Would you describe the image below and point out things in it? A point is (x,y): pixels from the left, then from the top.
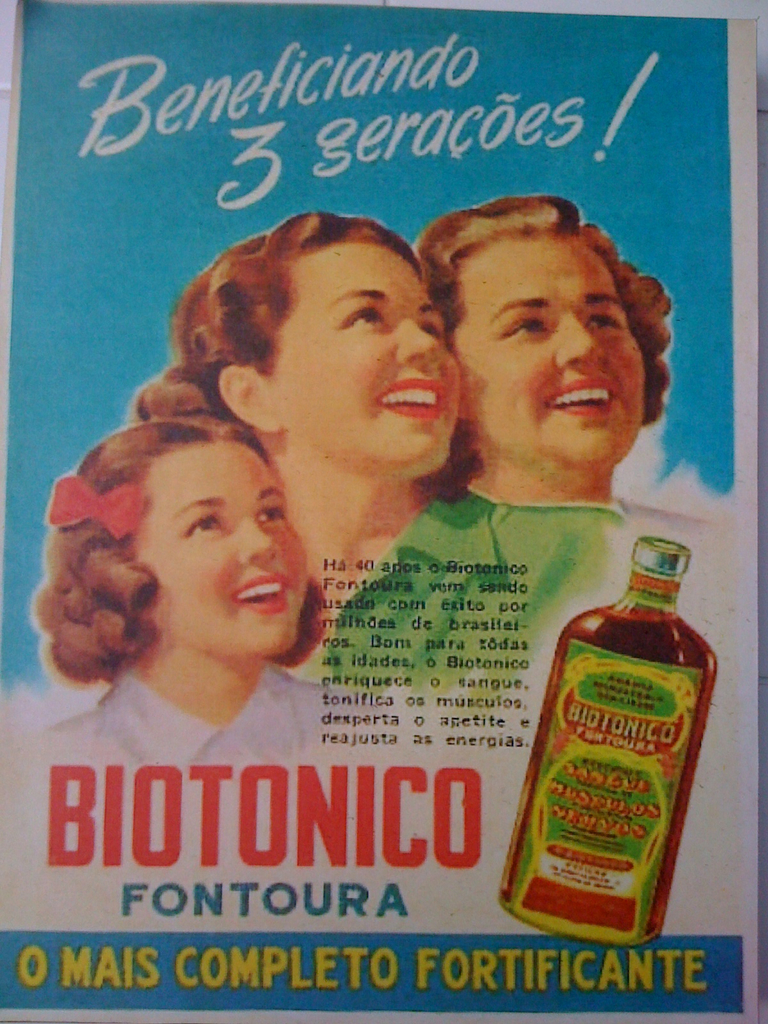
In this picture there is a book (296,756) which is kept on the rack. At the top (370,8) there is a wall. In that book cover (286,438) i can see three women (318,435) who are smiling. In the bottom right of the book (666,952) there is a bottle (648,698), Beside that i can see the quotation (485,566).
